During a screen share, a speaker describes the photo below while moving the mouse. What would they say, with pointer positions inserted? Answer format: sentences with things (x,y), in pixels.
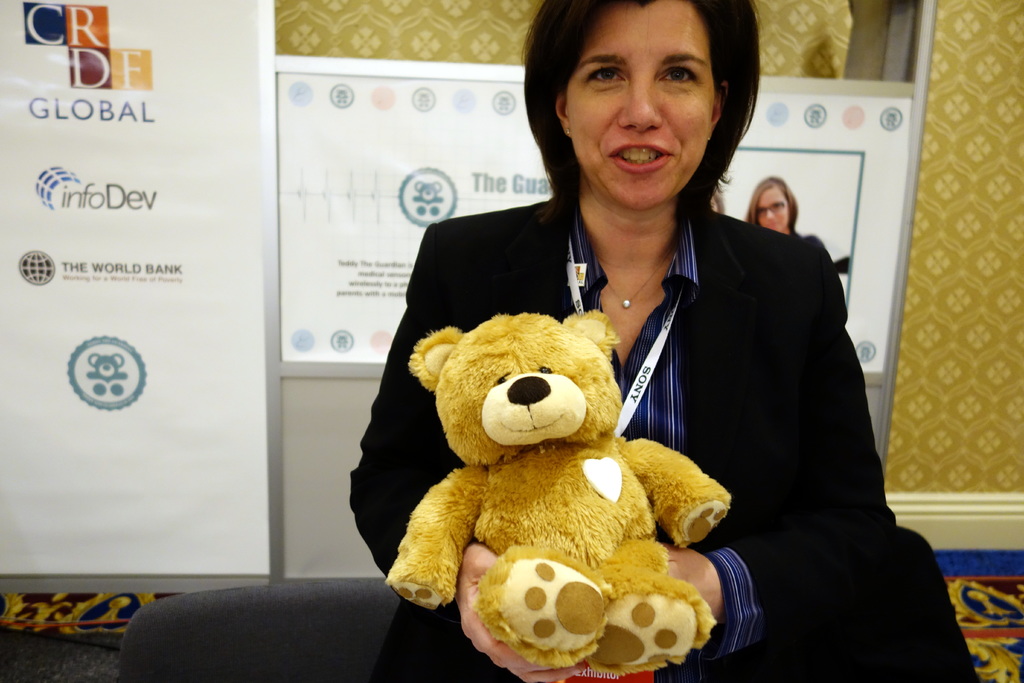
This is the woman (726,428) standing and smiling. She is holding a teddy bear (594,451) in her hands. This looks like a banner (187,174), which are attached to the wall (412,33). At the bottom of the image (288,617), that looks like a couch (280,650). I think this is the carpet (984,609) on the floor (994,603).
